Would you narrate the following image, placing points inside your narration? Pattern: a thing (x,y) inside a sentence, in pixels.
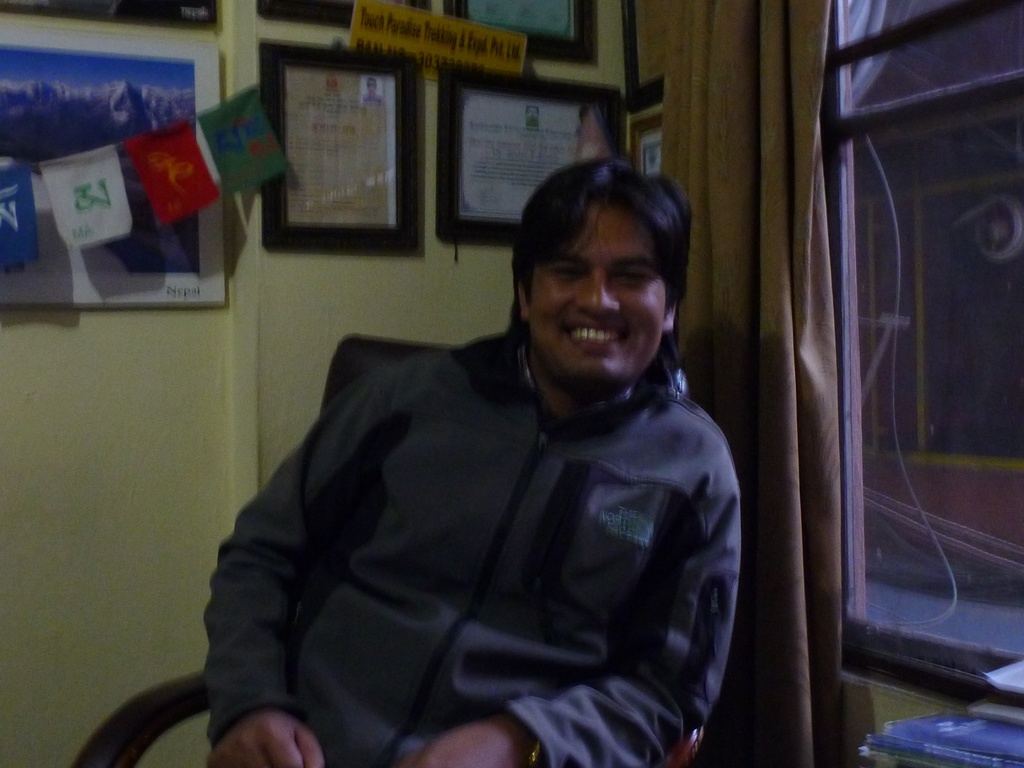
In this image, we can see a man (465,578) sitting and smiling and in the background (286,93), there are flags (148,176), frames (298,101) placed on the wall (305,290) and we can see a curtain (801,127) and a window (914,169).
